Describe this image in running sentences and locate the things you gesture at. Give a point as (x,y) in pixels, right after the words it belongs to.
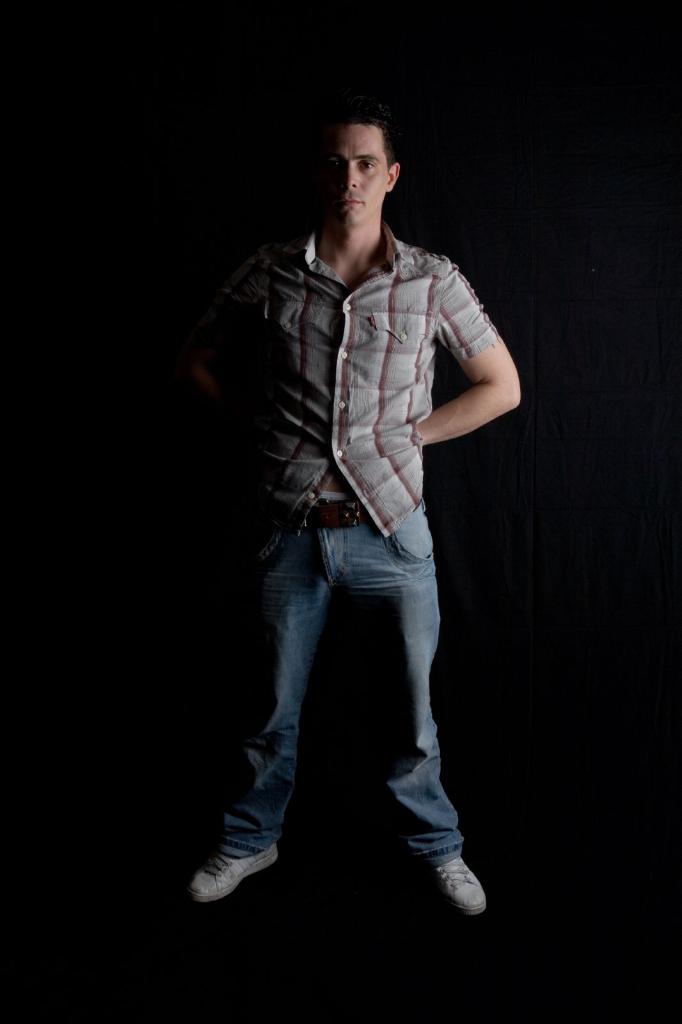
In this image there is a person (313,601) at the center (268,587). He is wearing a shirt (255,348) and blue color jeans (422,594) and a white color shoes (202,896). The background of the image (535,60) is black.
